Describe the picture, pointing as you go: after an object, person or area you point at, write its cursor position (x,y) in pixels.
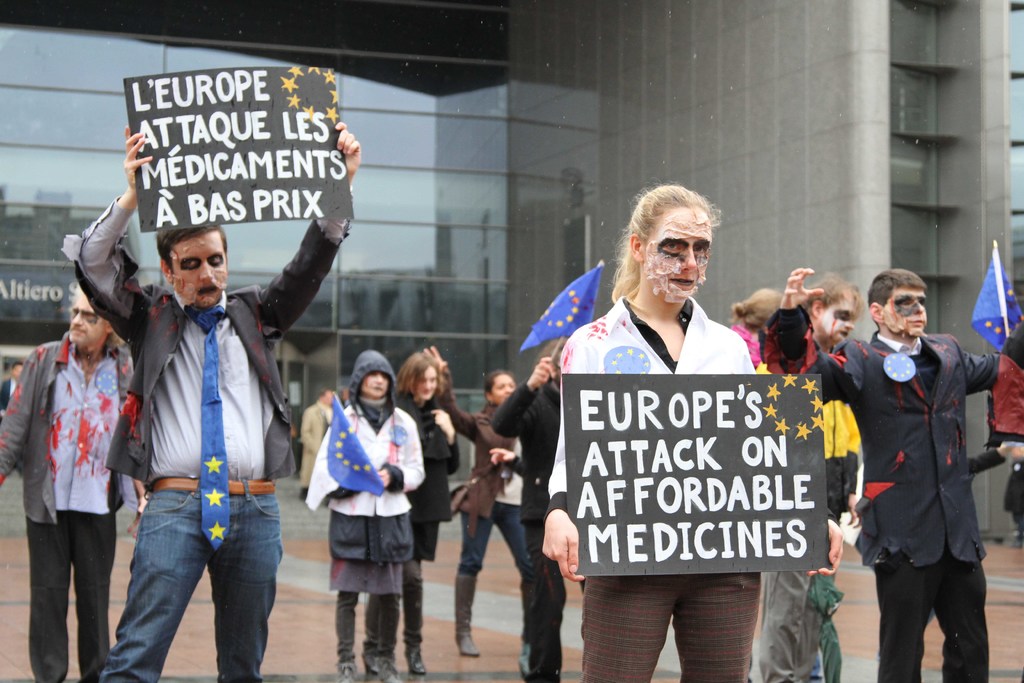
In the picture we can see some people (362,569) are standing on the path (468,670) and holding some boards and flags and they are in different costumes (929,584) and in the background (30,332) we can see a building (282,58) with a glass (350,345) to it.
